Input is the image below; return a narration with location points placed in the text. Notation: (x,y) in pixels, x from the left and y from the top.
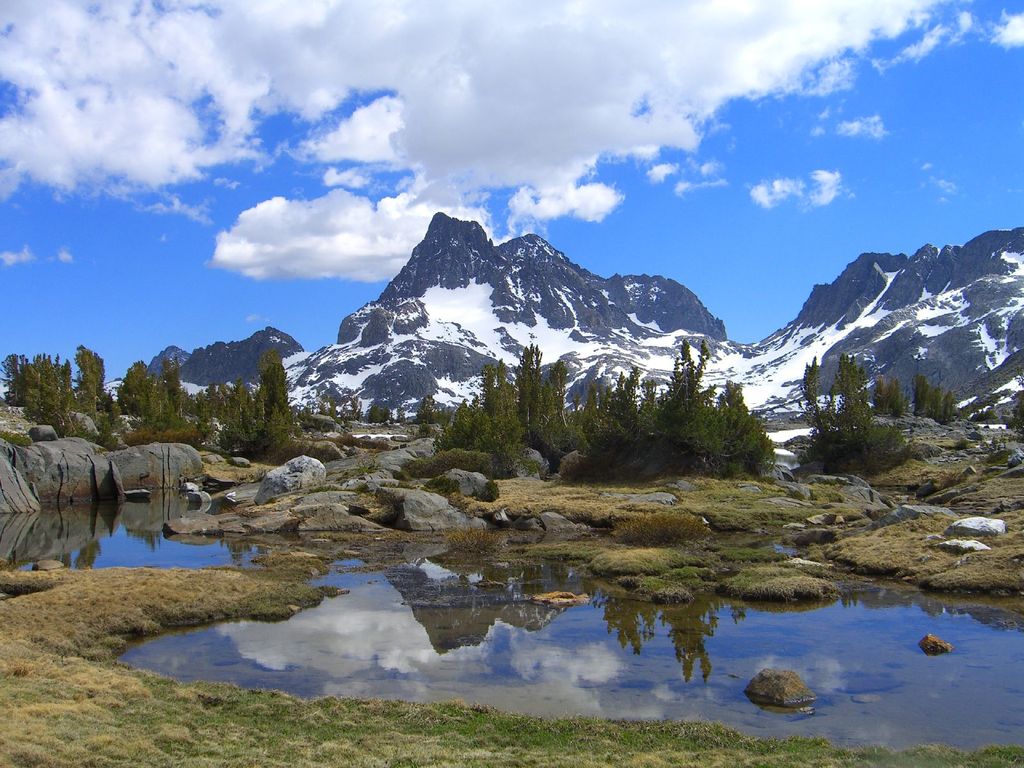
In this image we can see there is a water (327,622) in the middle of the surface (307,762), rocks (24,487), trees (148,381), mountains (562,269) and the sky (520,77).
